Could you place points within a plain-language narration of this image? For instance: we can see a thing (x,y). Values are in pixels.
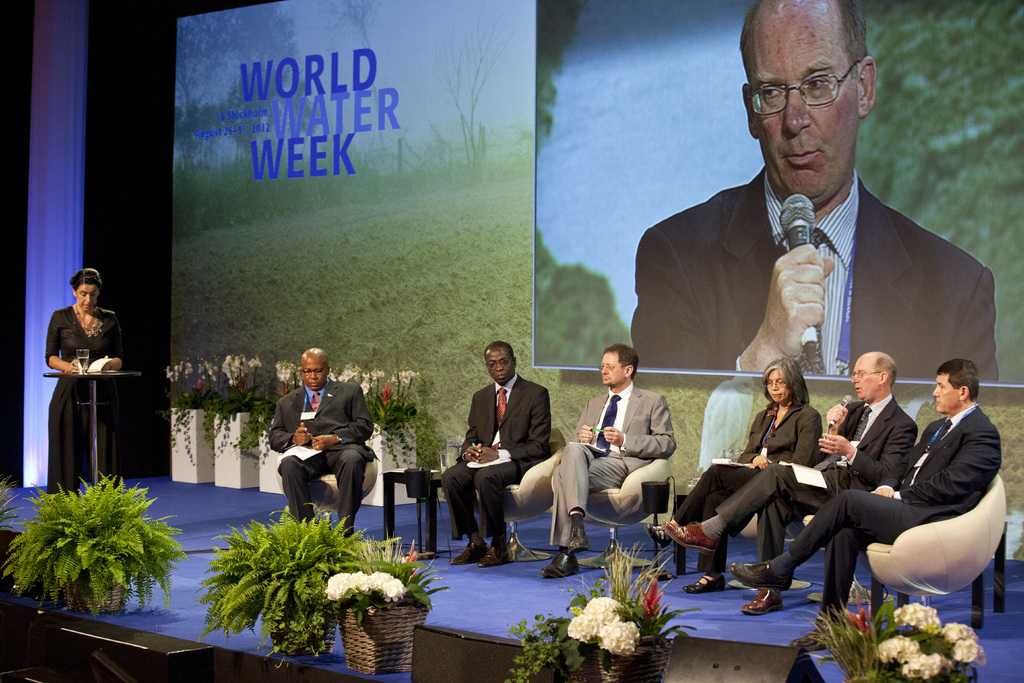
In this image there is a stage (410,526) on which there are few people (625,444) sitting in the chairs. On the left side (85,382) there is a woman (80,348) standing in front of the podium (102,376). In the background (390,176) there is a screen (595,142). At the bottom (277,624) there are flower pots (347,598).
